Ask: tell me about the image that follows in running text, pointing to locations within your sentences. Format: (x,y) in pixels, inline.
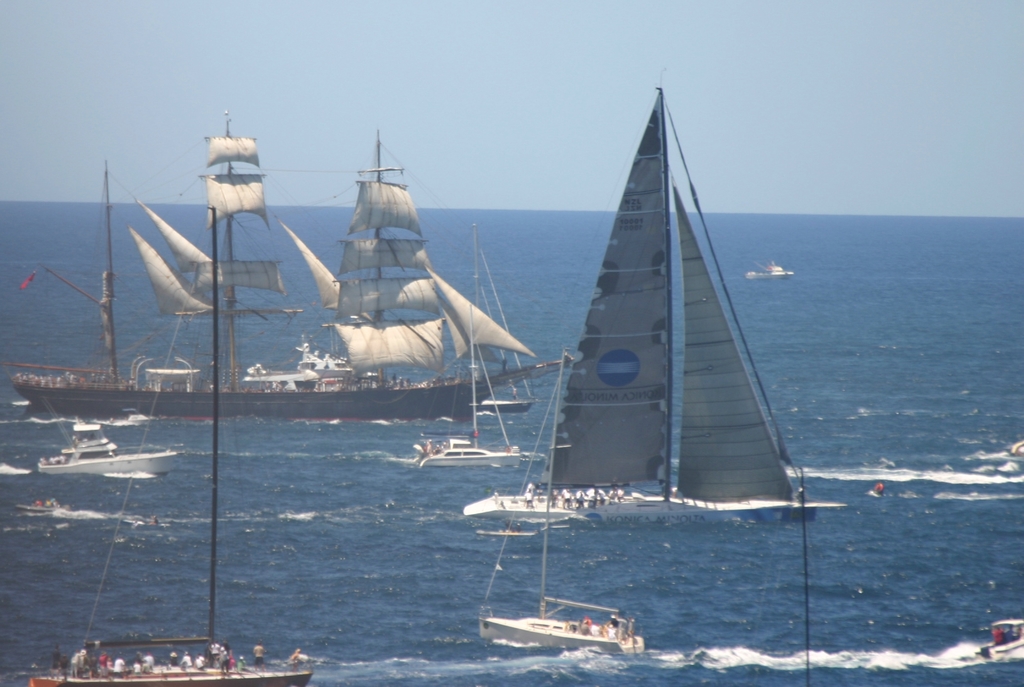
In this image I can see few ships (636,251) and few people (600,491) are inside the ships (546,602). I can see a white cloth (426,322) on the poles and blue water (369,491). The sky (571,103) is in blue color.
